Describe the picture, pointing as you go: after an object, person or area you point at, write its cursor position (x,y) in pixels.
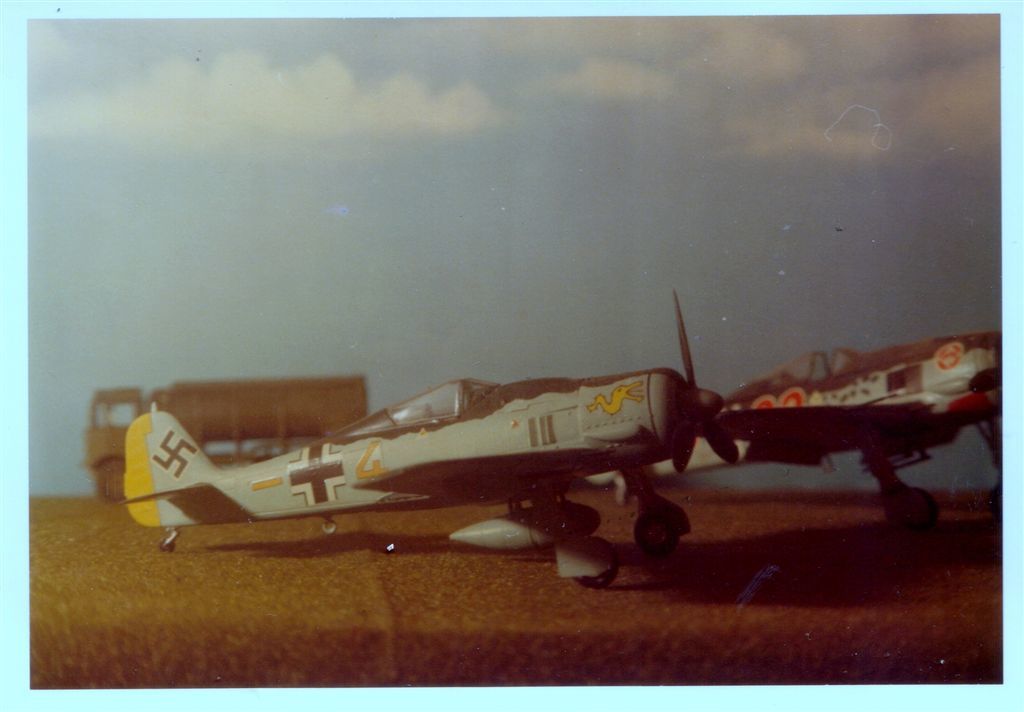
In this image we can see a photo (705,476), in the photo (713,506) we can see an aircraft (497,448), behind the aircraft (244,486) there is a truck (330,415).
